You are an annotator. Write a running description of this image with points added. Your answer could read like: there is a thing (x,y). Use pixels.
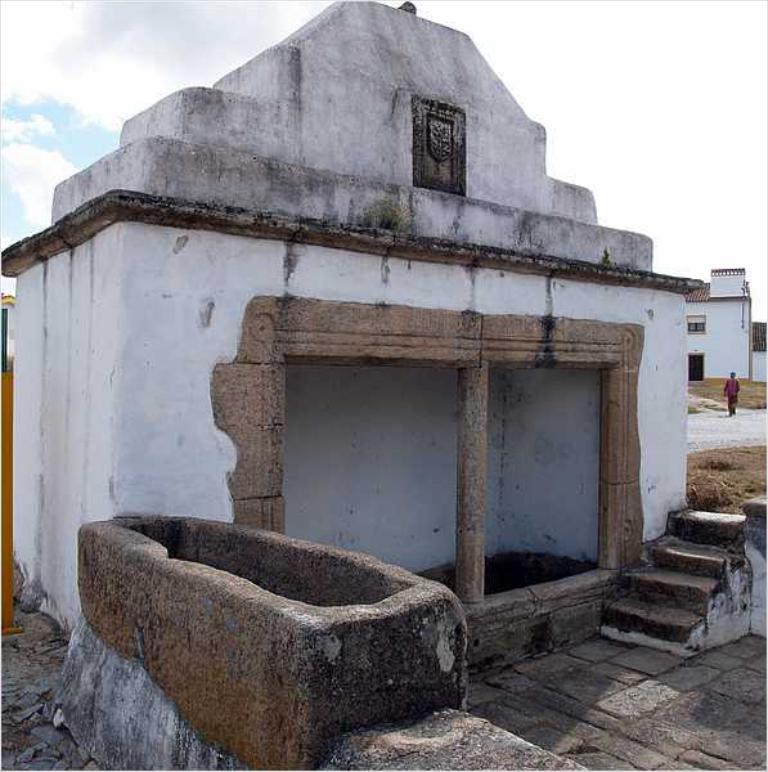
In this image we can see there are buildings (514,429) and there is a person (735,402) walking on the road (725,422). In the background (119,67) there is a sky (647,101).
